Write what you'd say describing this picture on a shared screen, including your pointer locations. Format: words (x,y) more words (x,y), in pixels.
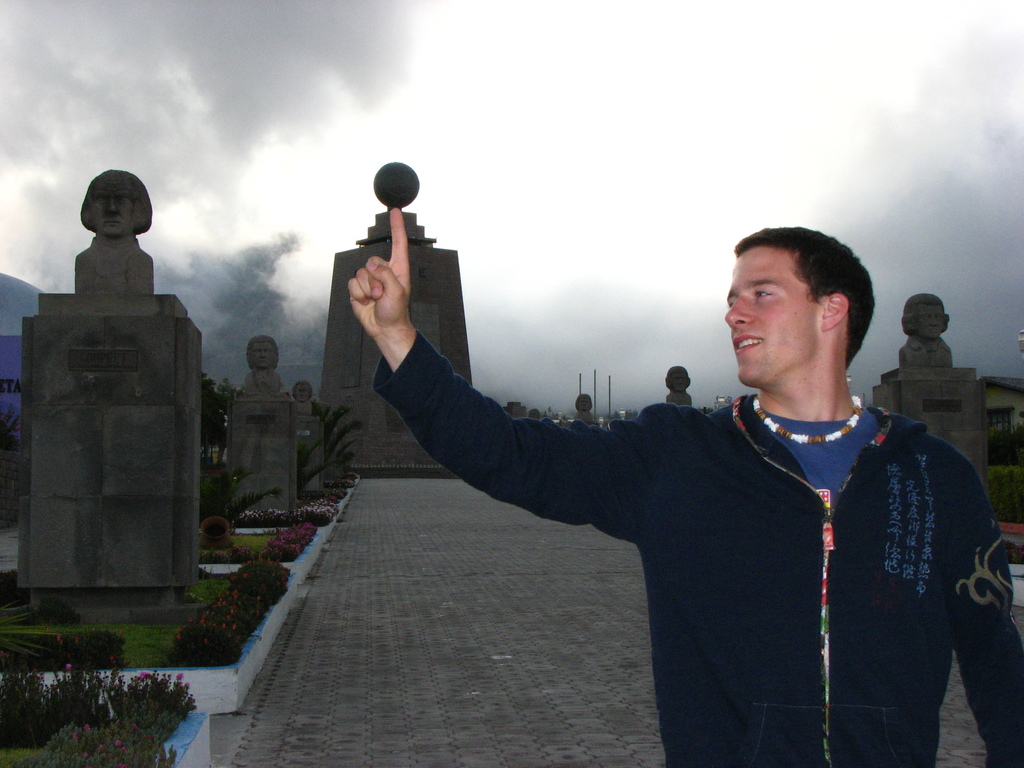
On the right side (783,515) a person (746,519) wearing jacket (692,434) is standing. On the left side (181,420) there are statues (262,370) on the stand (279,394). Also there are plants (269,557) and grass (129,664). In the background (143,142) there is fog (568,166).
